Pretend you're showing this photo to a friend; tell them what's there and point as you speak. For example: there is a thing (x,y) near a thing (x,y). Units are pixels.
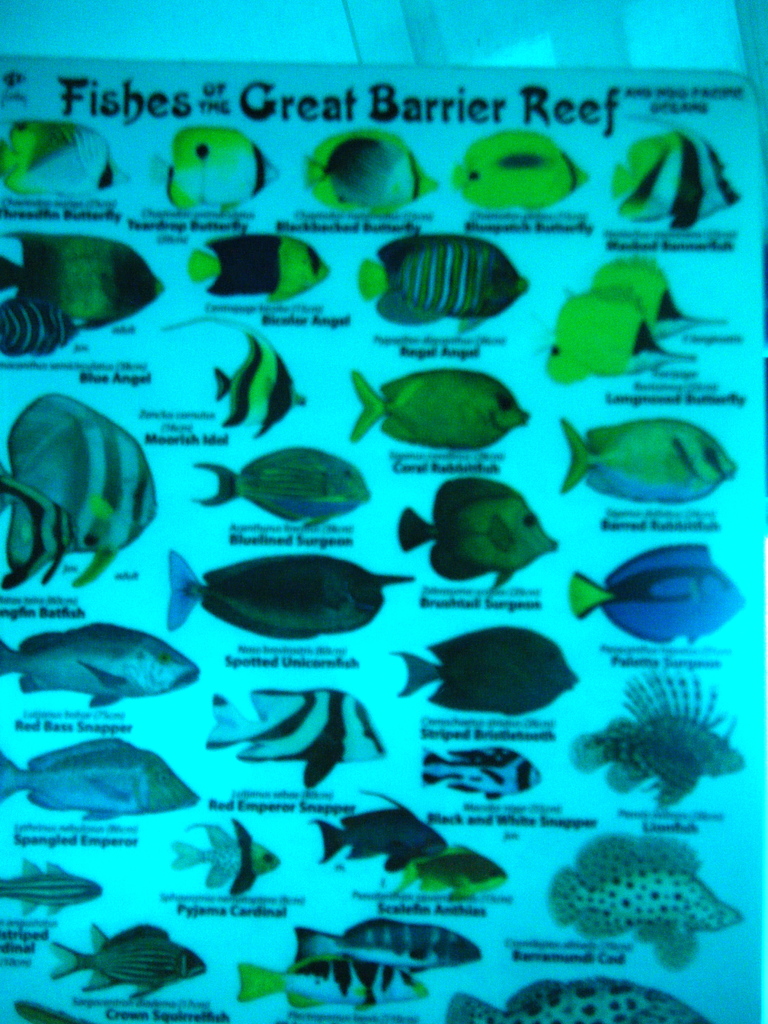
In this image there is a fishes chart (408,265) in the middle (489,452). In the chart (546,448) there are so many different kind of fishes (364,622) with their names (432,600).
